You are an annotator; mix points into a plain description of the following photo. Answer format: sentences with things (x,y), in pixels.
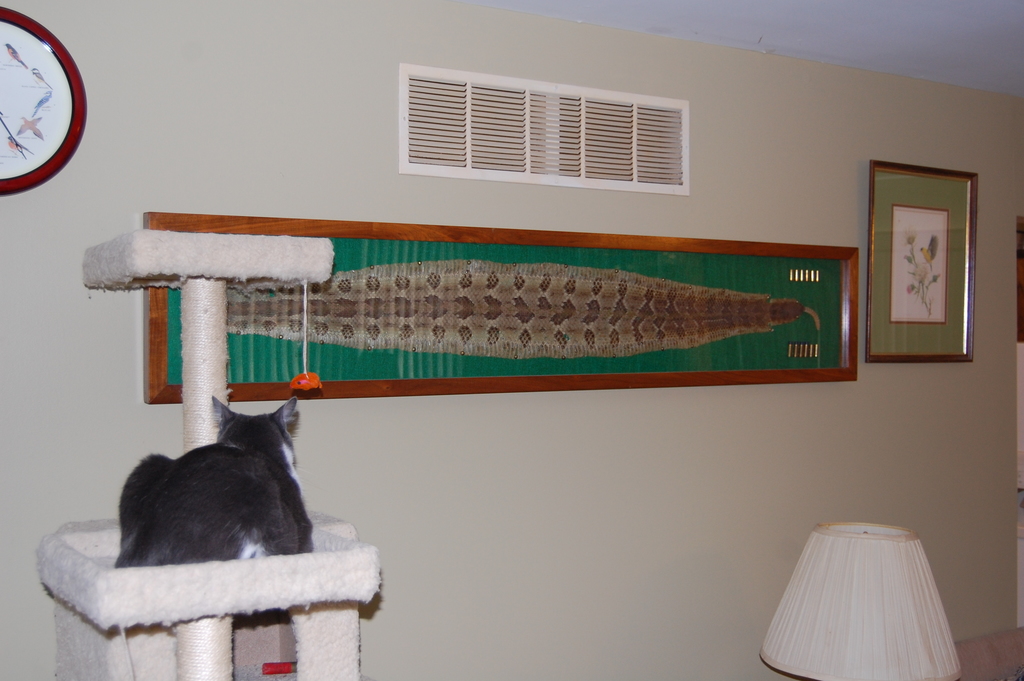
In this image there is a cat (261,502) placed on the cream color object (237,589). In the background (580,334) there are frames (879,269) attached to the plain wall (293,120). Image also consists of a lamp (854,570) and also window (595,149) for ventilation.
